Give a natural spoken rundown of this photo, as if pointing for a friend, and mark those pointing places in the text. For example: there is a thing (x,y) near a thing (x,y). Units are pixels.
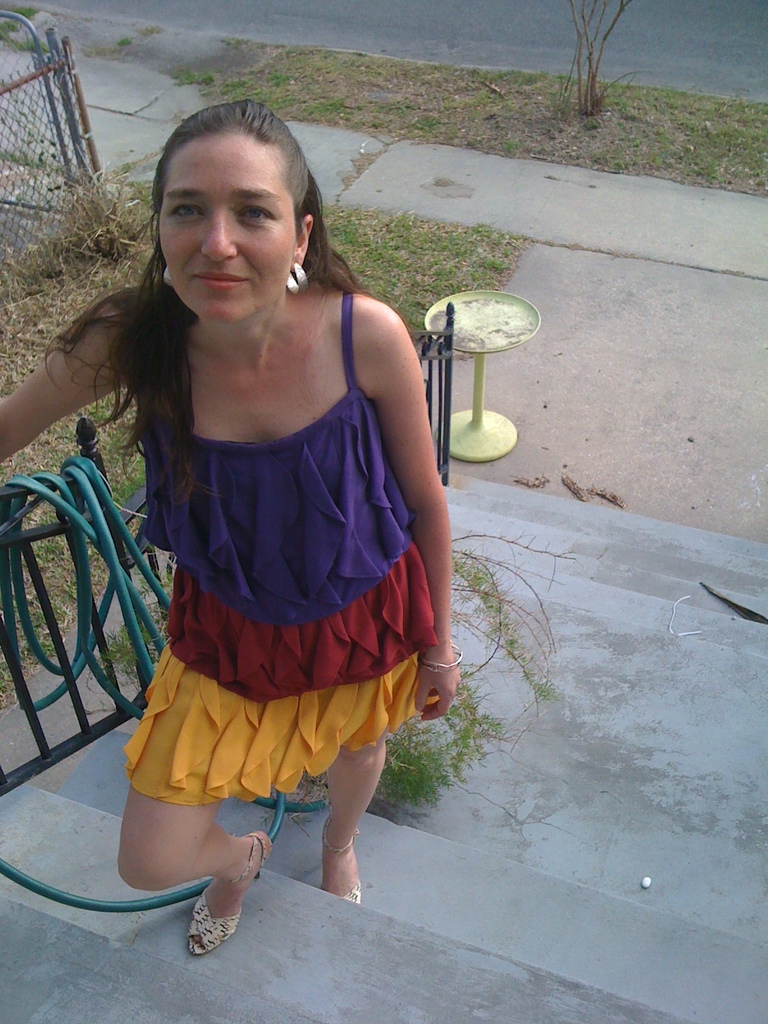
In this image we can see a woman (246,707) standing on the stairs (274,884). We can also see a pipe (189,892), plants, grass (64,563), a fence (75,497), table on the surface (50,691) and the road (524,17).
